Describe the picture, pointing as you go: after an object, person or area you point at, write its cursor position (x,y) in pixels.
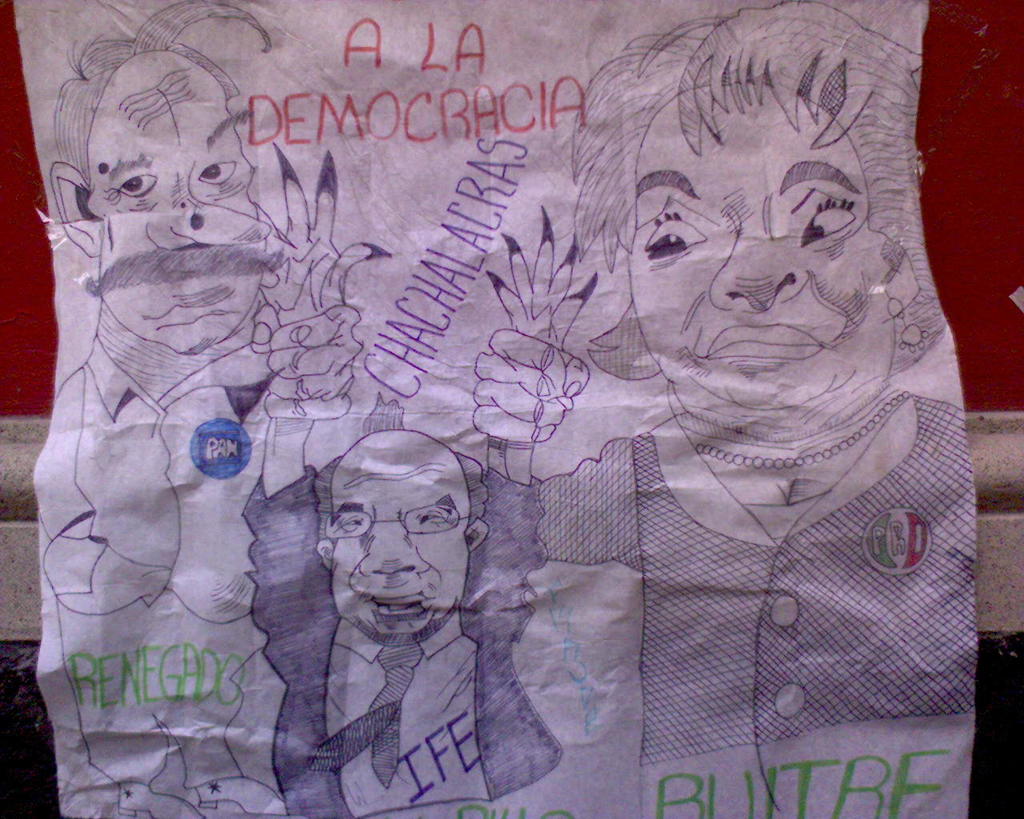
In this picture, we can see a paper (527,397) and on the paper (388,528) there are some drawings (370,508) and behind the paper (364,561) there is a wall (972,342).
